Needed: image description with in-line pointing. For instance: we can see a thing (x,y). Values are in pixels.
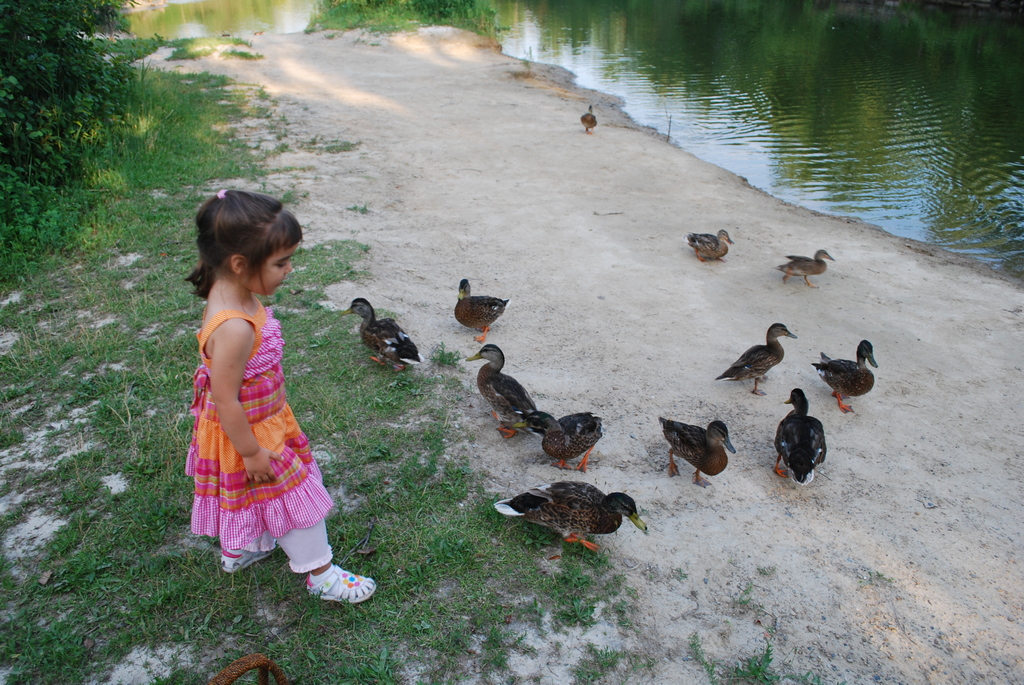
In the picture we can see a path (725,494) near the water (609,45), on the path (1002,540) we can see some birds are standing and beside it, we can see a grass path (145,126) on it, we can see a girl child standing and besides it we can see some plants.
